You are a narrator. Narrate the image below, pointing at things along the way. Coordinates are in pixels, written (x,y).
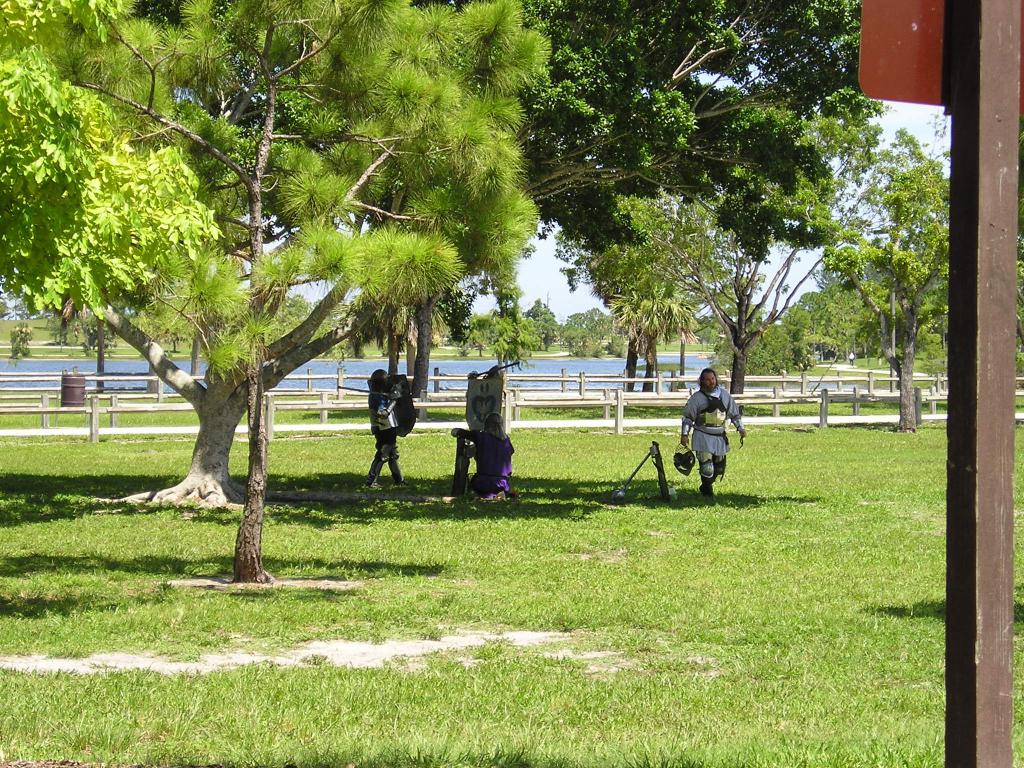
This picture is taken from the outside of the city and it is sunny. In this image, on the right side (1006,168), we can see a wood pole (1005,262). In the middle of the image (393,424), we can see three people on the grass (543,528). On the left side (242,276), we can see some trees (245,297). In the background (917,260), we can see some trees (368,354), plants (498,347), water (598,367) in a lake (616,367). At the top (881,119), we can see a sky (922,112) which is a bit cloudy, at the bottom (140,542), we can see a grass (894,750).
